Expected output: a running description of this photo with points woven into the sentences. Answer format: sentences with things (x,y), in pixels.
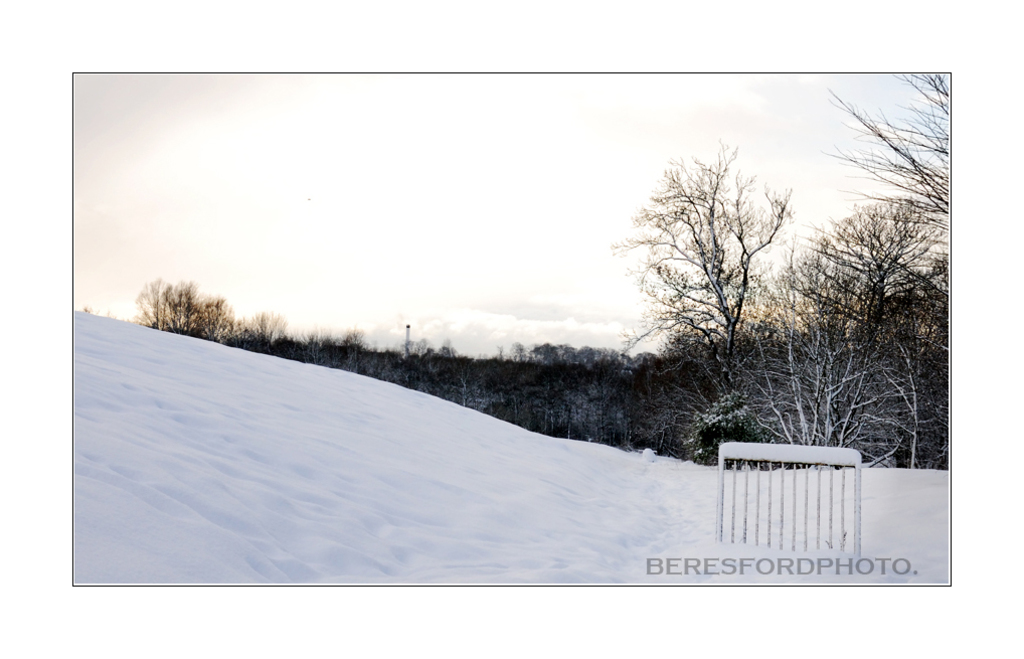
In this picture I can see at the bottom (392,480) there is snow (450,489), in the middle (595,392) there are trees (697,350). In the right hand side (706,570) bottom there is the watermark (821,563) and it looks like there is an iron grill (819,504) with the snow (798,521). At the top (464,199) there is the cloudy sky (477,204).
